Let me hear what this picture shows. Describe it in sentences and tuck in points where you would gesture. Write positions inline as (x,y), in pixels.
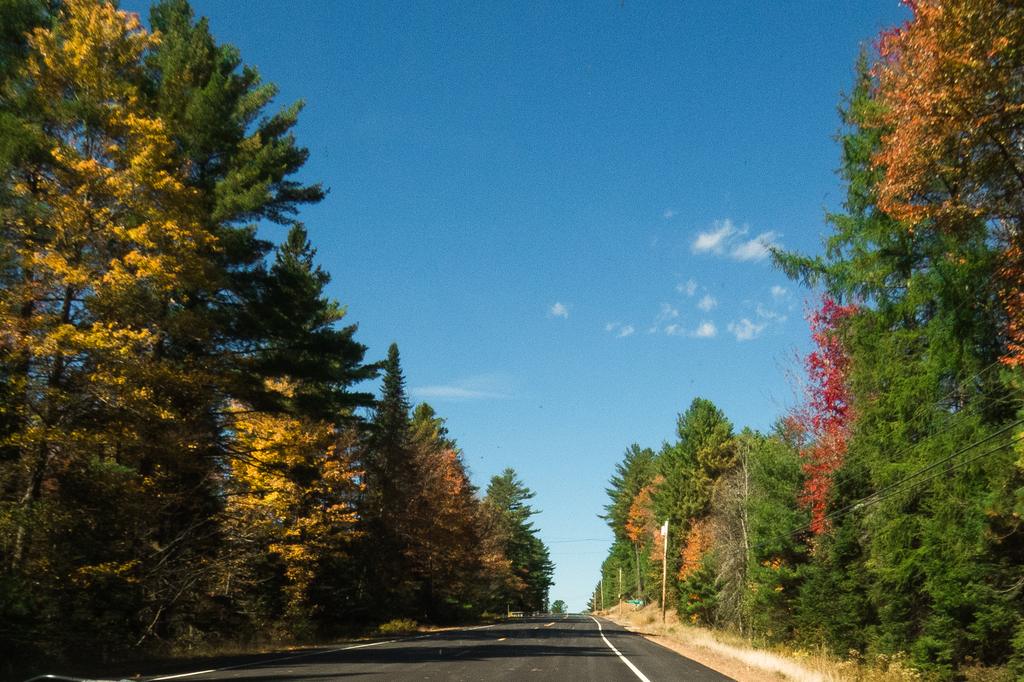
In this image there are trees (699,514) and in the center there is road (523,655) and the sky (671,325) is blue.
